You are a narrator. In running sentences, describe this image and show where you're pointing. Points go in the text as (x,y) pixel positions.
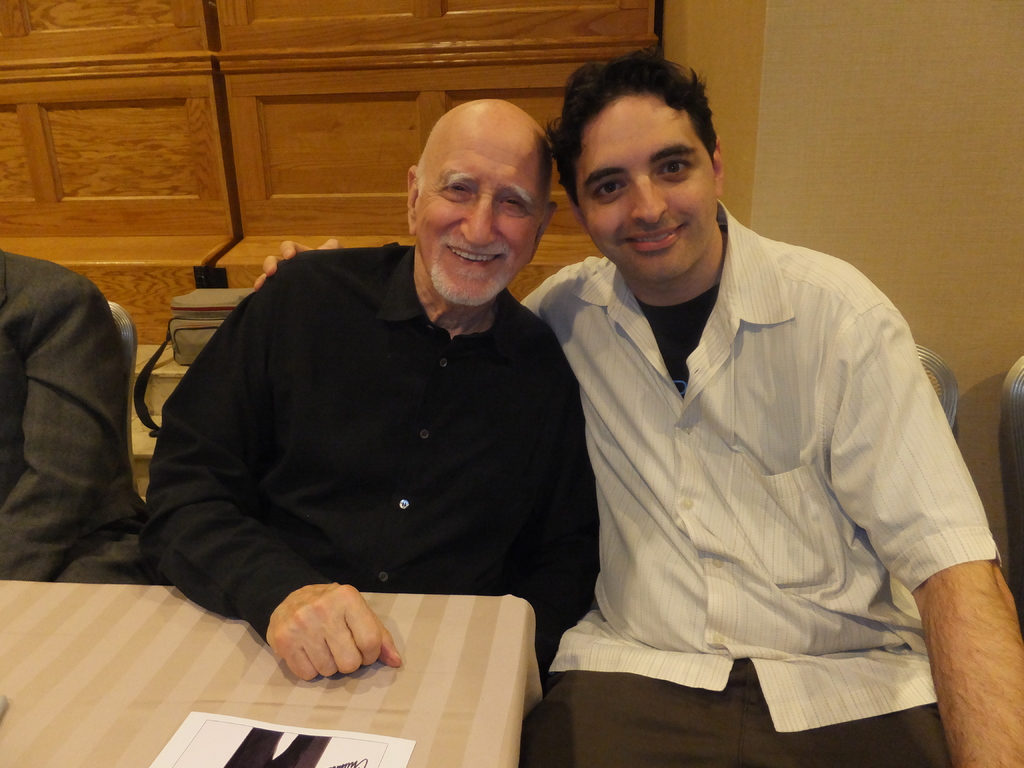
In this image, we can see people (560,374) sitting and smiling and in the background (912,130), there is a wall (885,137).
